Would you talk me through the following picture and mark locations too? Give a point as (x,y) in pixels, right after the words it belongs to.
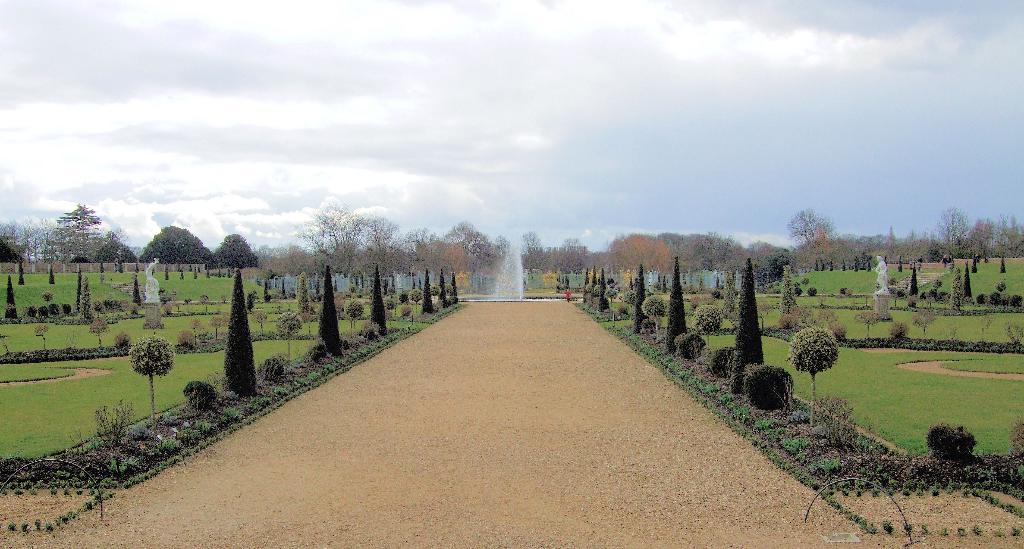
In this image I can see trees (468,256), grass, fountain (512,270) and white color statues (152,298). The sky (525,128) is in blue and white color.
